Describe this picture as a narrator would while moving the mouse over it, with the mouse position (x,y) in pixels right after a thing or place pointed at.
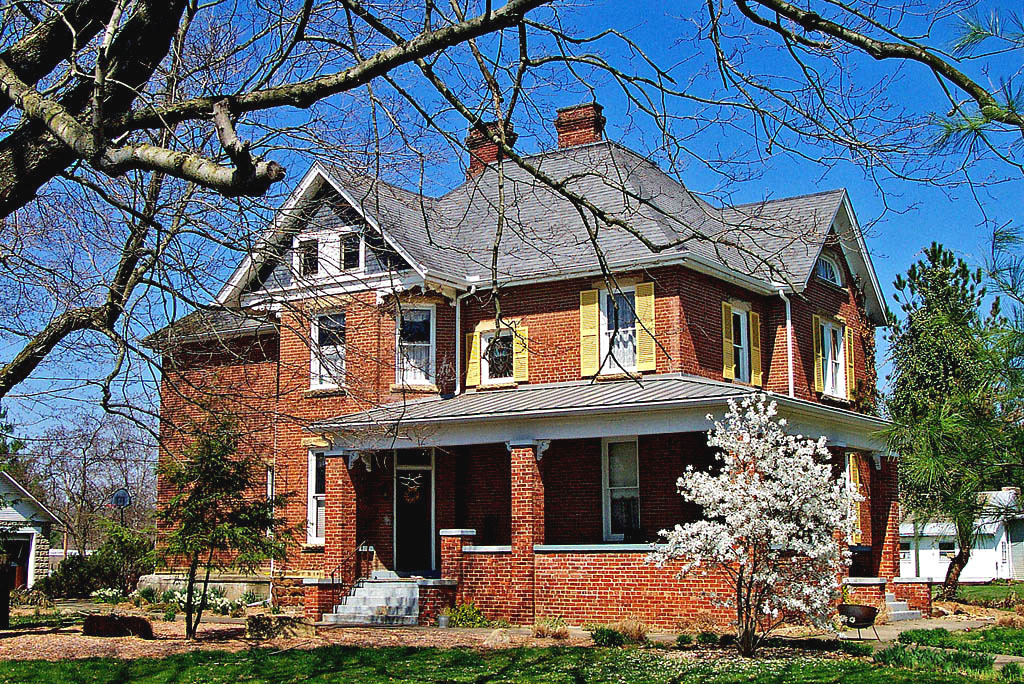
In this image we can see a house (564,435) with a roof (552,390), windows (506,368) and stairs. We can also see some plants (711,547), grass (723,662), trees (821,601), branches (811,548) of the trees (157,259) and the sky (601,83) which looks clear.
